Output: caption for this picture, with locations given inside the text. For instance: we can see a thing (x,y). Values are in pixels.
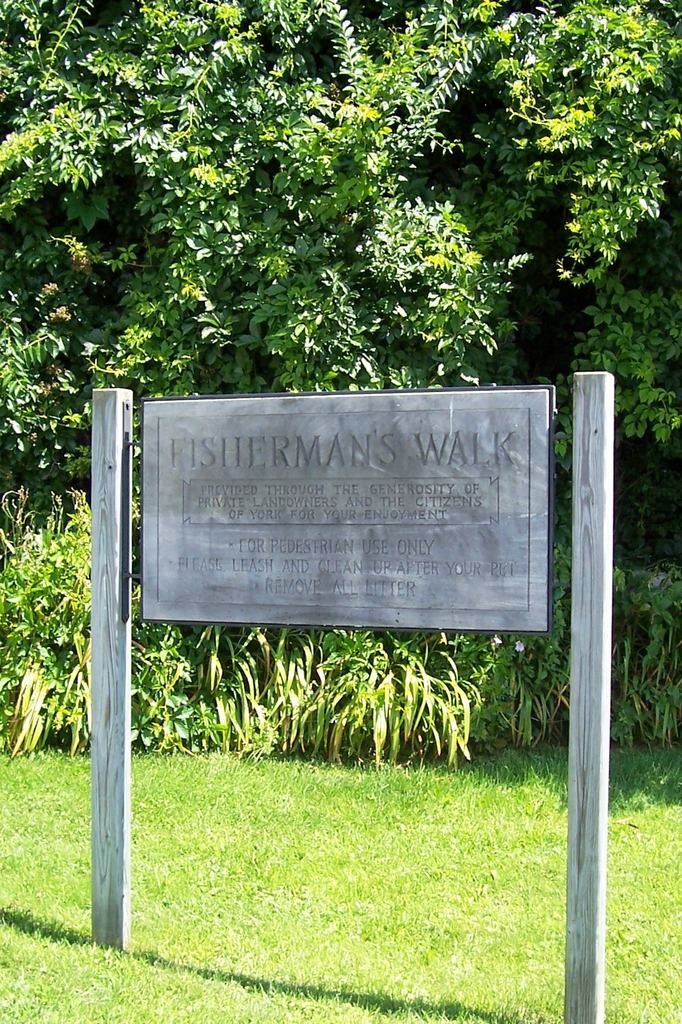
In the image we can see there is a hoarding (273,542) kept between two wooden posts (94,472) and the ground (298,848) is covered with grass (295,936). It's written ¨FISHERMAN'S WALK¨ on the hoarding (416,502). Behind there are plants (340,660) on the ground (539,817) and there are trees (413,153).
